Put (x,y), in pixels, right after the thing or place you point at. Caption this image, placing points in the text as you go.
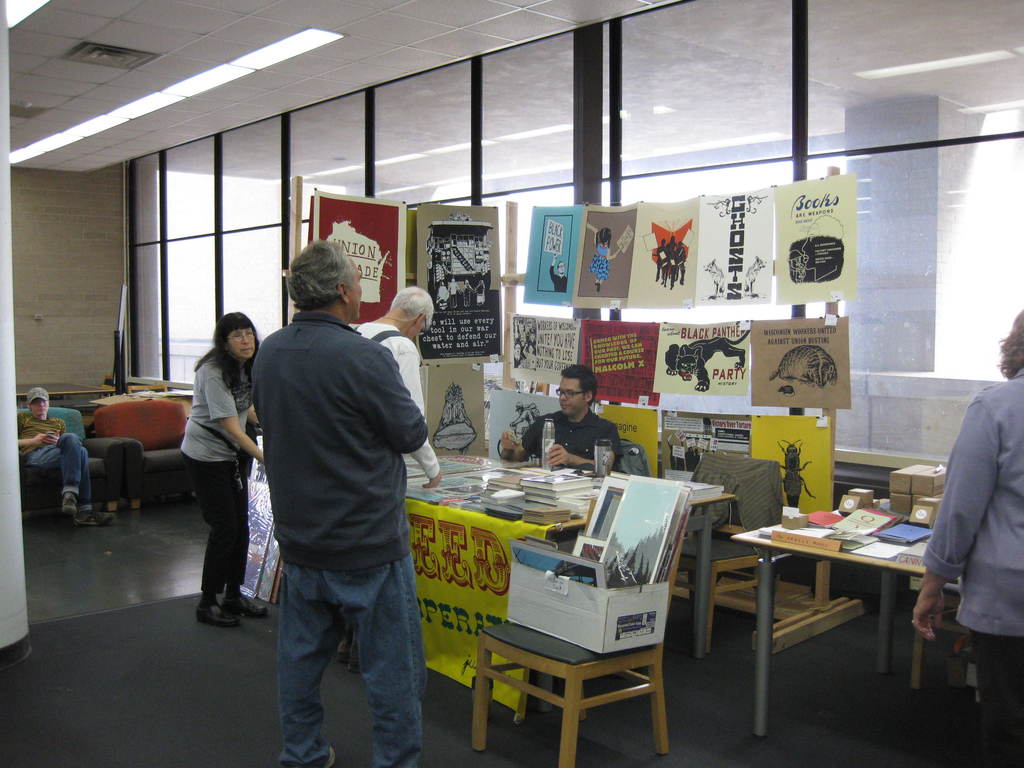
This picture shows a man (593,439) seated on the chair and we see few posters (749,205) on the glass (910,343) and we see a box (616,587) and few papers (564,472) on the table (887,598) and we see few people (311,609) standing in front of the stall (466,539) and watching it and we see a man (85,448) seated on the side.
